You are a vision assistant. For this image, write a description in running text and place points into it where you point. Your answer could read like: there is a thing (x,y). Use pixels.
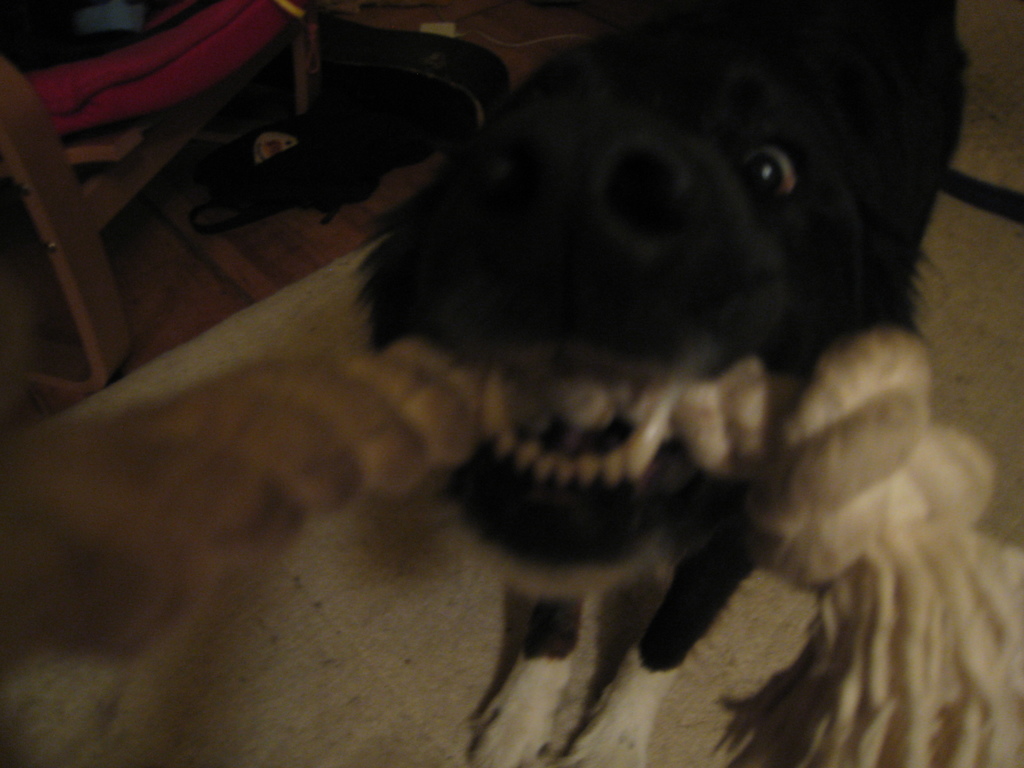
In this image in front (857,27) there is a dog (522,313) holding some object (938,750) in her mouth (651,524). There is a chair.
